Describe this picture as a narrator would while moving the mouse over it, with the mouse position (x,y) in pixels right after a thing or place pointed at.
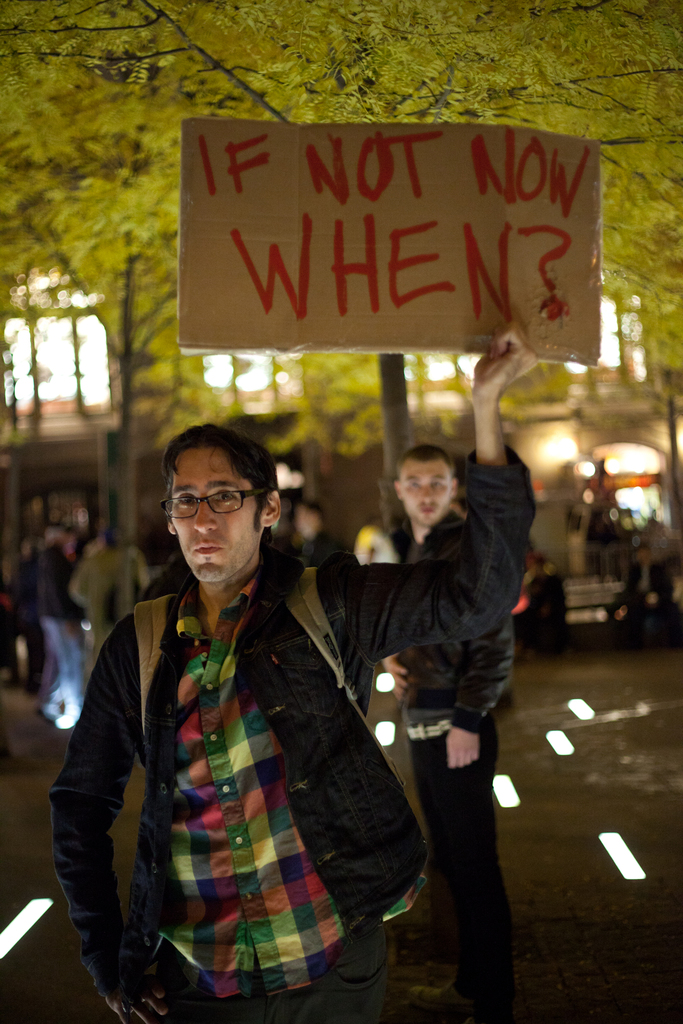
Front this person (249,703) is holding a poster (405,221). Background (31,353) we can see people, windows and vehicle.
